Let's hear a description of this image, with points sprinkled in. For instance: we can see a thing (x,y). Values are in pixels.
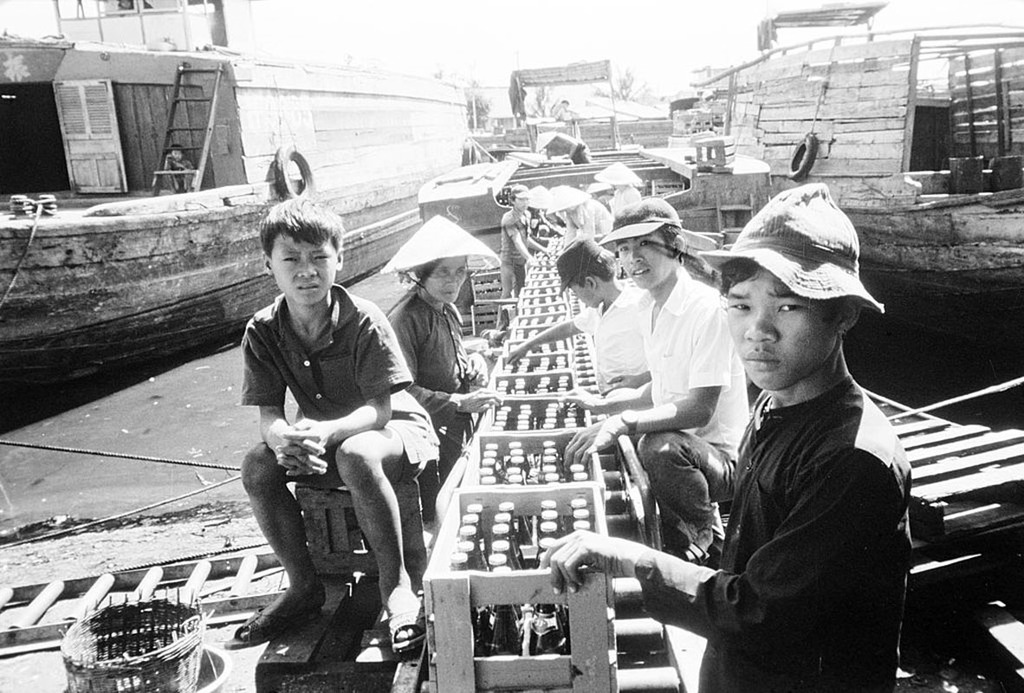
In this picture I can see boats (753,156) and few bottles (573,378) in the wooden boxes (476,577) and few people (628,234) wearing caps (551,189) on their heads (562,211). I can see plants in the back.
